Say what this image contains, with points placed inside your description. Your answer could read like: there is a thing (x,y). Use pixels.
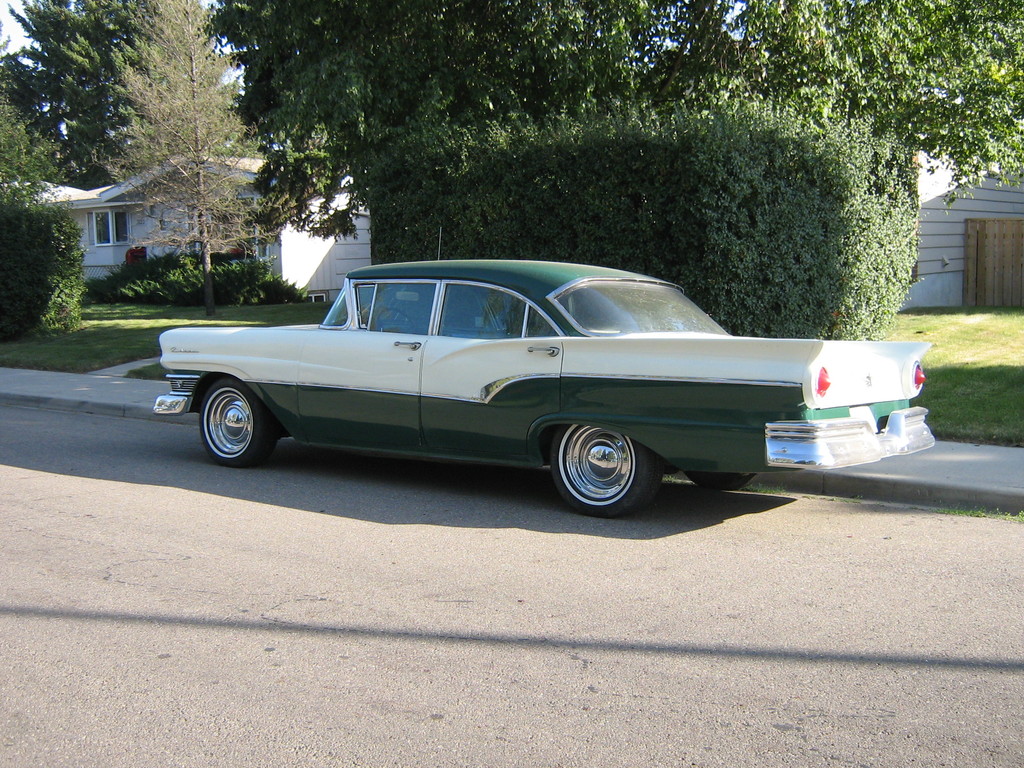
In this picture there is white and green color classic car (498,425) parked on the roadside (468,522). Behind there are some trees (348,219) and white color shade house (165,219).
